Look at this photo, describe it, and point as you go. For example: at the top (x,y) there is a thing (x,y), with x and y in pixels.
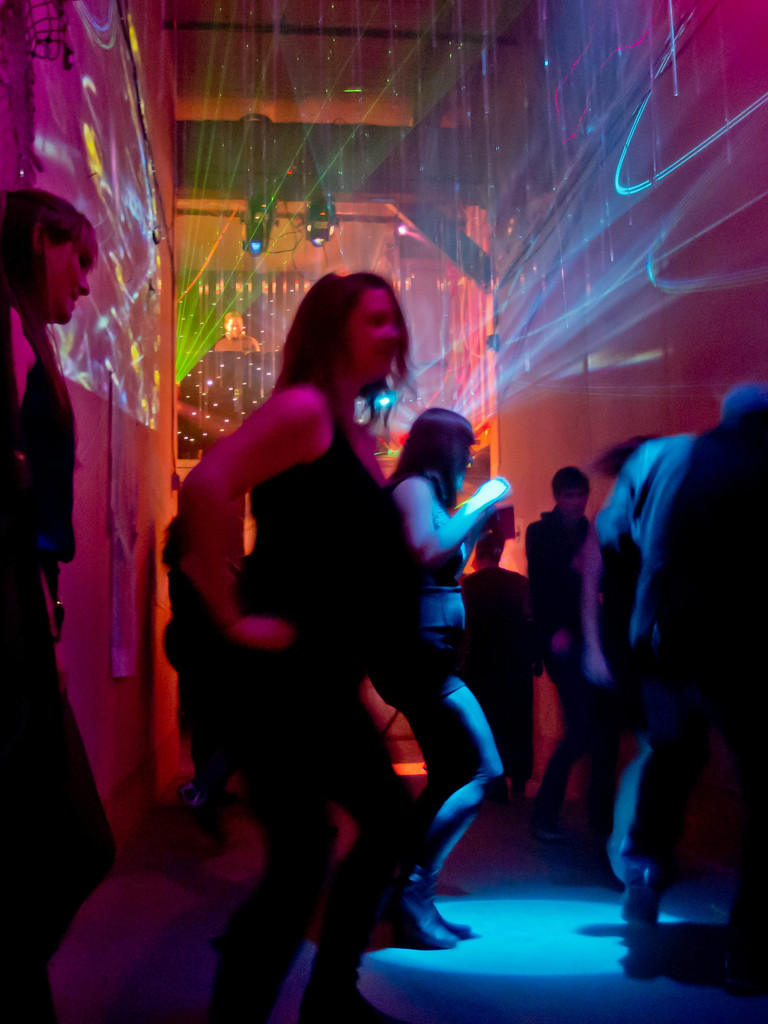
This is the picture of a room (518,419). In this image there are group of people (311,551) dancing. At the top (252,244) there are lights (259,251).
